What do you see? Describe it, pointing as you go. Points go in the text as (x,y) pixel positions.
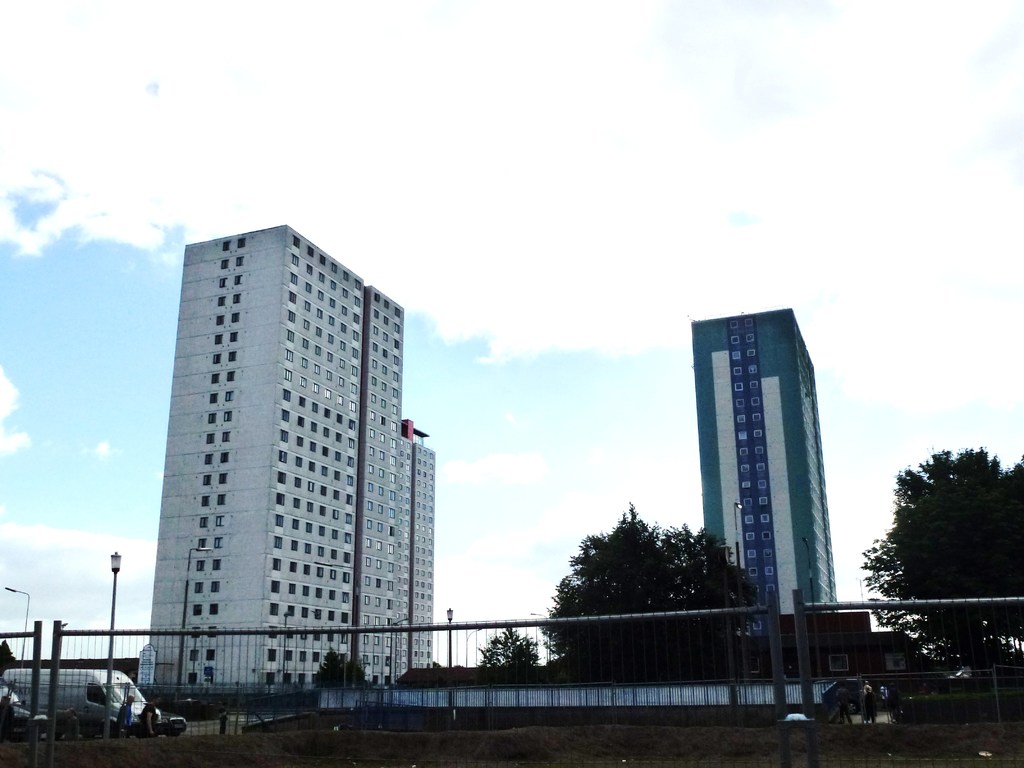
In the picture we can see a railing (474,692) and to it we can see the poles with lamps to it and behind it, we can see a vehicle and some people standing near it and behind it, we can see some trees (957,588) and two tower buildings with many floors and windows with glasses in it and behind it we can see a sky (391,239) with clouds (612,349).
